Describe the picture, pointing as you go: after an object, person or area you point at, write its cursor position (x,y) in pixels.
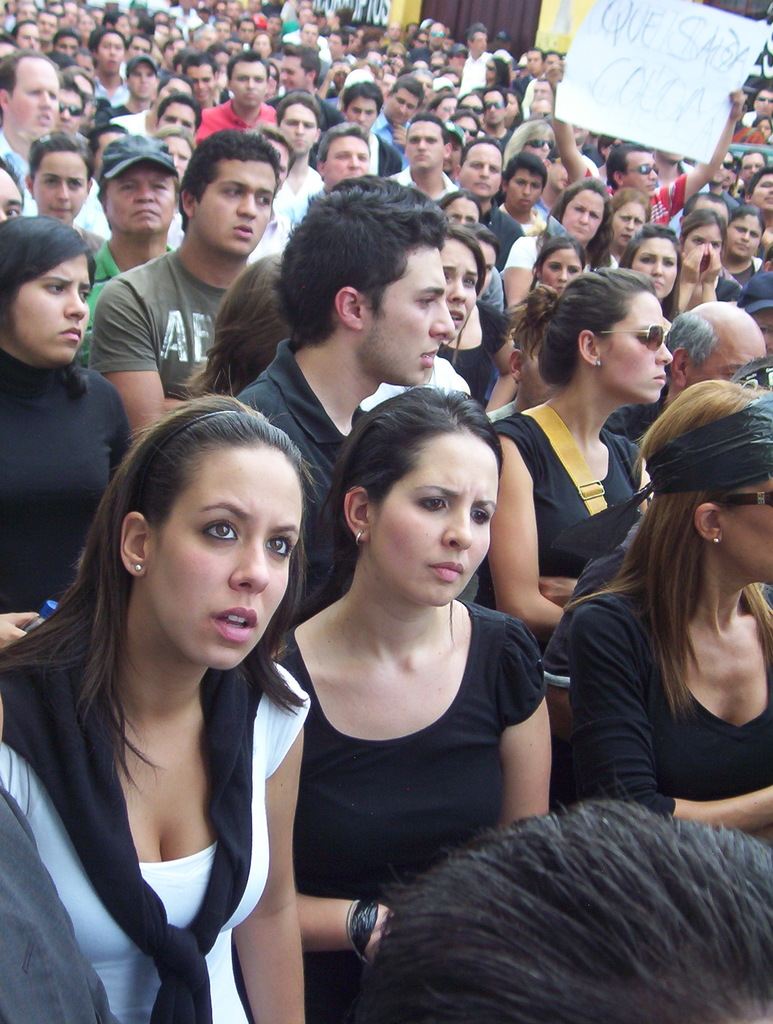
In this image we can see a crowd (483,462). There is a person (627,184) wearing goggles (649,169). He is holding a poster (663,50). Also we can see a person (124,185) wearing a cap (118,163).
